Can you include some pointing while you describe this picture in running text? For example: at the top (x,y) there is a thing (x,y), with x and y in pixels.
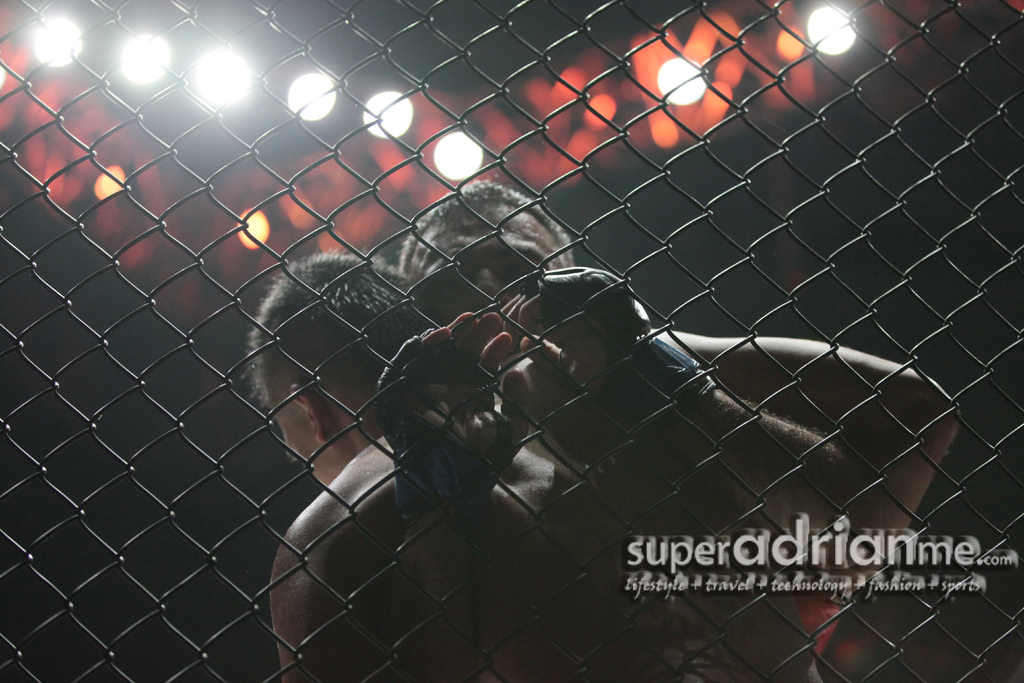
Background portion of the picture is blurry and we can see the lights (52,58). In this picture we can see the men (306,590) and it seems like they are fighting. We can see the mesh (223,42) and watermark (637,582).
